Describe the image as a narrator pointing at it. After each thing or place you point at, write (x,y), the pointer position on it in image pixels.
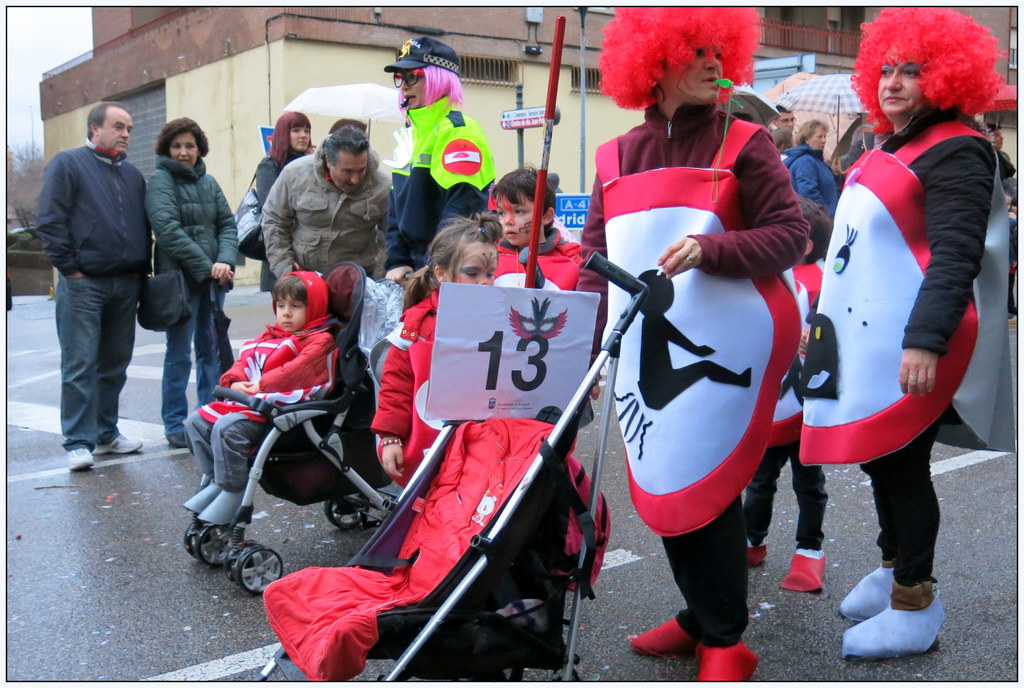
In the image we can see there is a kid (297,399) sitting in a buggy (357,496) and people (754,277) are holding it. They are wearing a costume (736,298) and there is a red colour hair costume (681,42) on their head (920,61). The person (787,199) is holding a green stem (723,89) in their mouth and other people (293,222) are standing on the road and they are wearing jackets (315,226).
